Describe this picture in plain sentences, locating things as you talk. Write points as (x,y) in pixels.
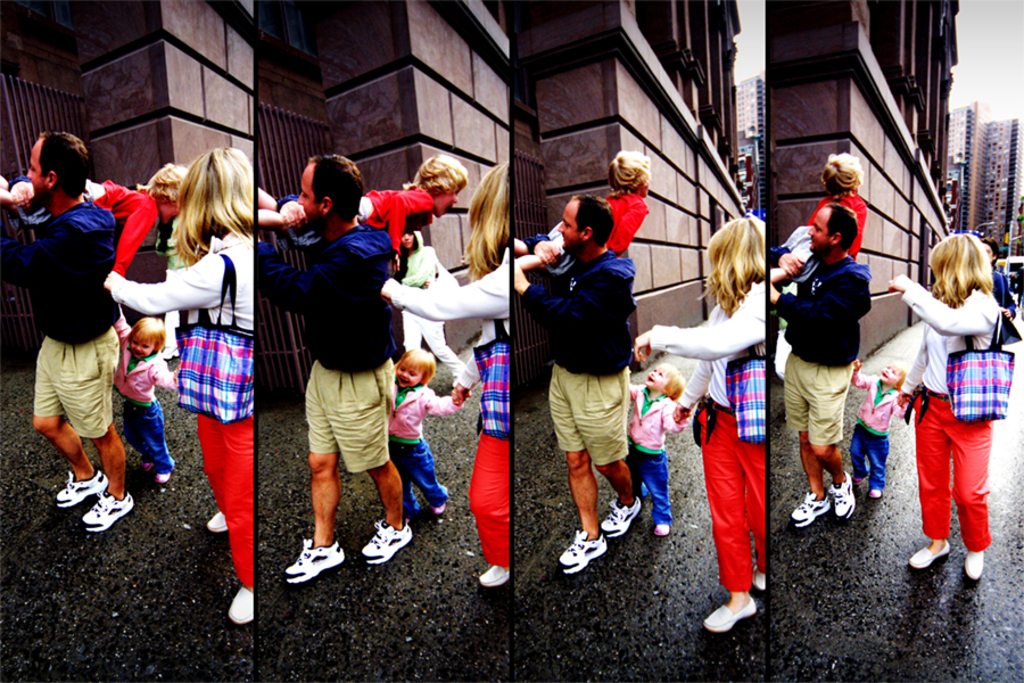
It looks like a collage picture. I can see the man (109,427), woman (204,293) and a kid (158,381) standing. This man (600,399) is carrying a boy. In the background (435,100), I can see a building (407,105) with an iron gate (63,107). On the right side of the image (985,205), I can see few other buildings (1002,162).
